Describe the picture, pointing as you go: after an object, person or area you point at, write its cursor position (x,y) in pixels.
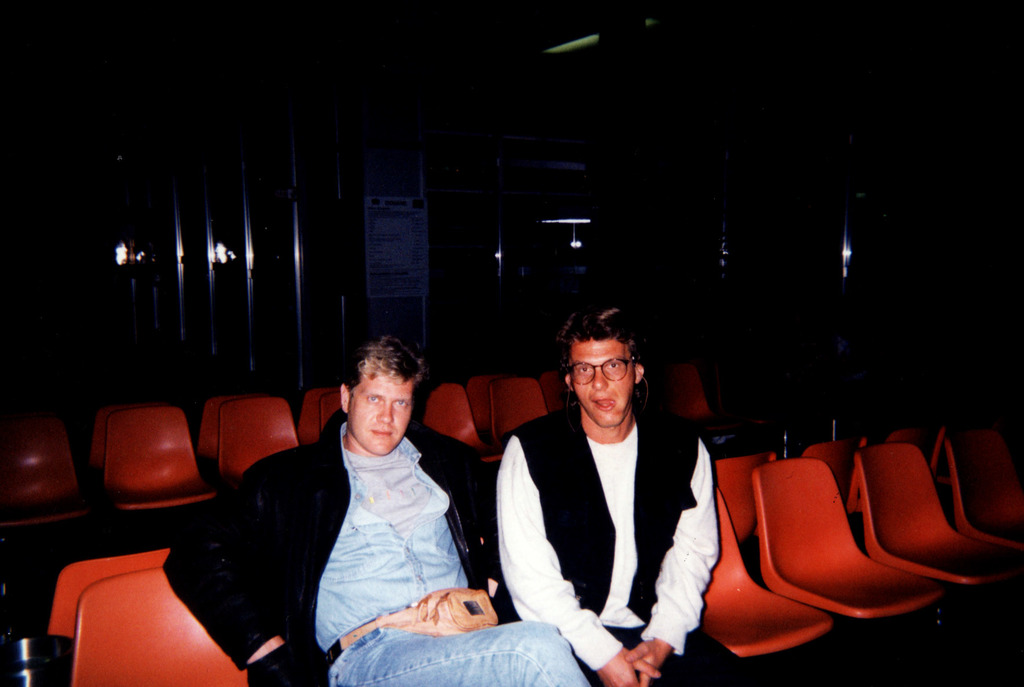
In this image I can see two persons (383,427) sitting, the person (705,553) at right (707,546) is wearing black blazer (666,502) and white color shirt (630,490). The person (392,527) at left (252,513) is wearing black and blue color dress (274,517) and I can also see chairs (814,562) in red color and I can see the dark background (14,168).
